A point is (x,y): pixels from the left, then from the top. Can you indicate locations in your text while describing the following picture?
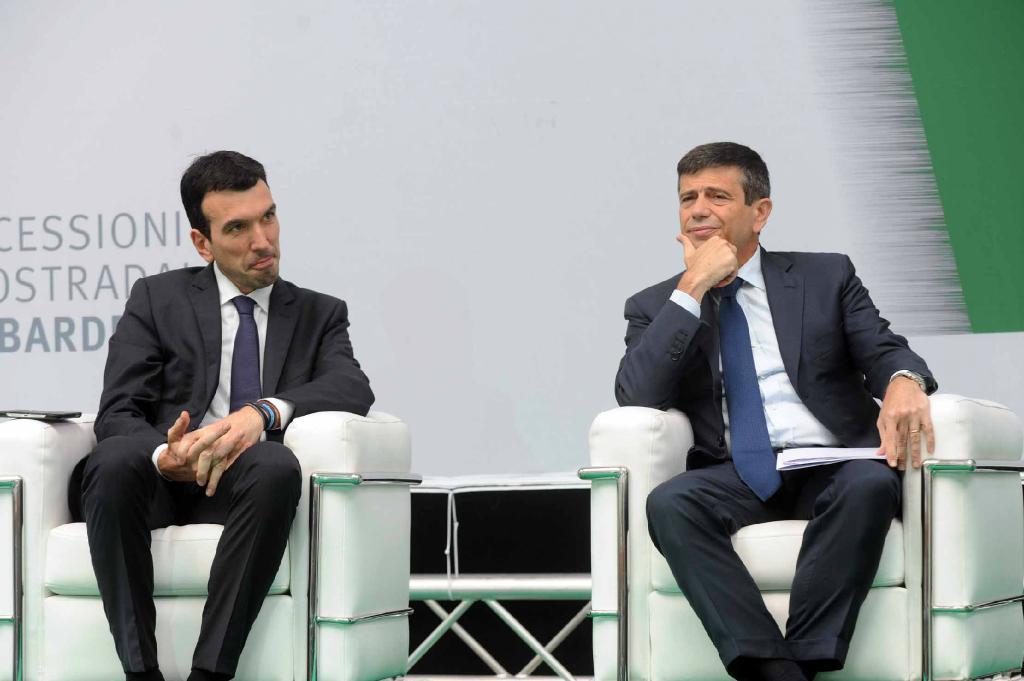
The two persons (171,356) are sitting on a chairs (390,472). They are wearing a beautiful coats (651,294). They are wearing a tie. On the right side (810,386) we have a person (740,351). He is wearing a watch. We can see in background (482,262) banner (498,252).
